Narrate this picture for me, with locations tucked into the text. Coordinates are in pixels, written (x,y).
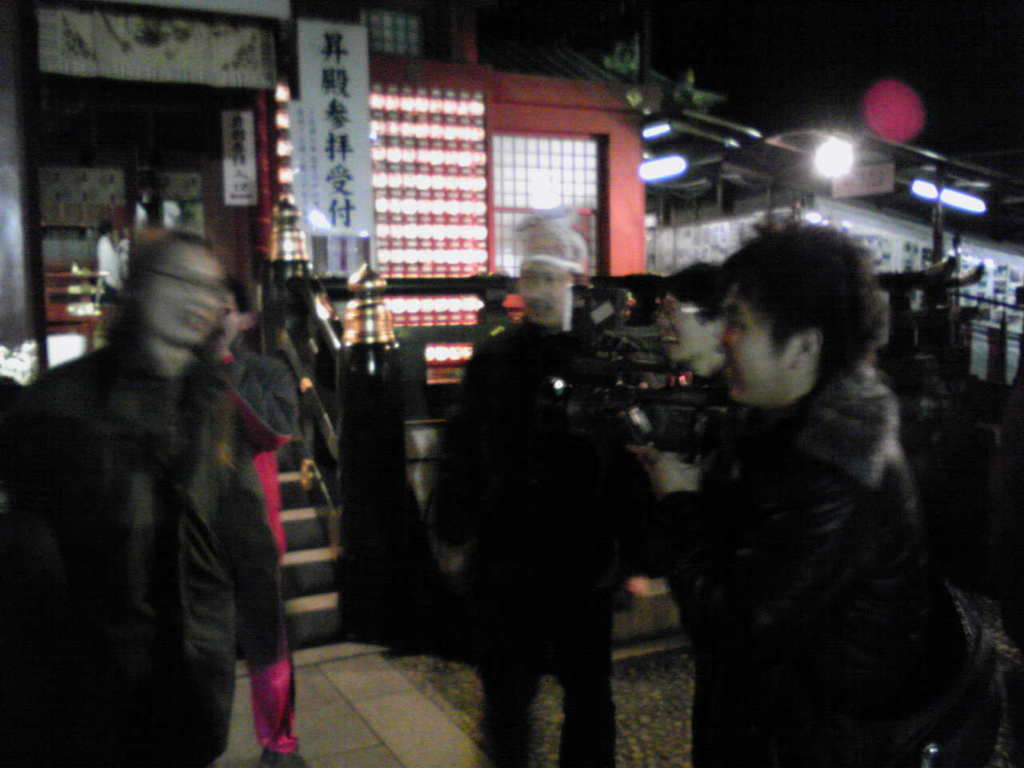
In this image there are some buildings (131,196) and we could see some boards (912,223), lights (949,204) and some iron rods (938,181). And on the left side (302,483) there are some stairs (322,598), at the bottom (364,709) there is a walkway (412,724).
